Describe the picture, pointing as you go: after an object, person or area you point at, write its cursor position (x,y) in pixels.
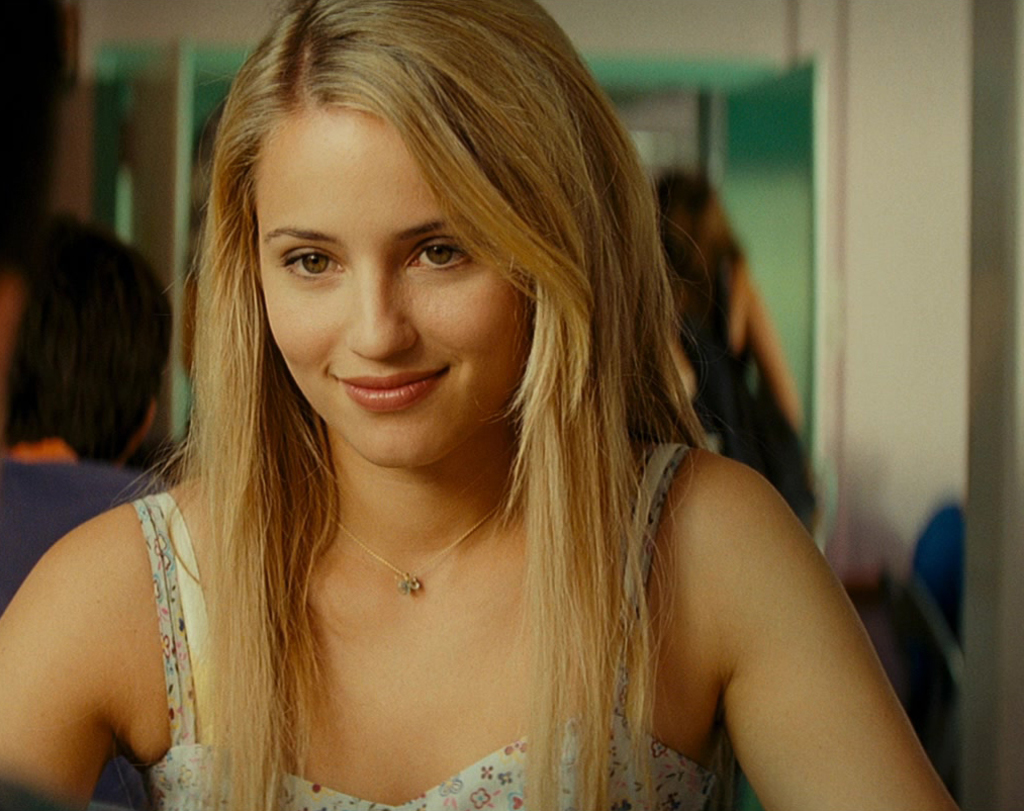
This image is taken indoors. In the background (176,159) there is a wall (823,265) and there are a few people (97,436). In the middle of the image (407,407) there is a girl (387,678) and she is with a smiling face (387,308).
